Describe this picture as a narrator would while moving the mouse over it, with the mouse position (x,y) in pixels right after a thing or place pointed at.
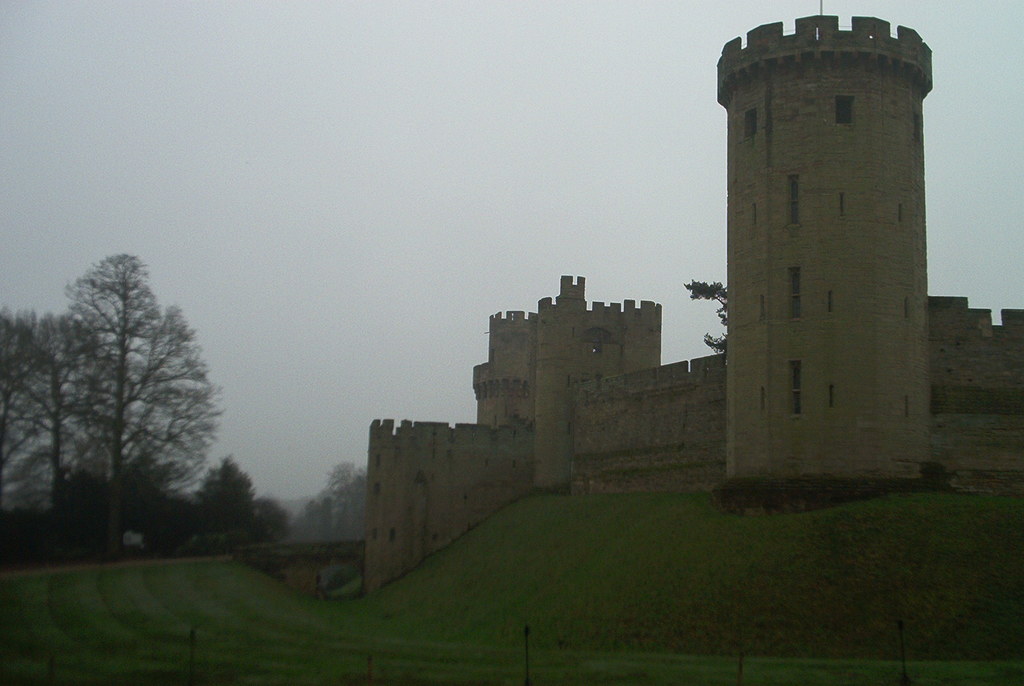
In this image, we can see a castle (733,273). There are some trees (81,427) on the left side of the image (46,431). In the background of the image (340,159), there is a sky (678,121).
